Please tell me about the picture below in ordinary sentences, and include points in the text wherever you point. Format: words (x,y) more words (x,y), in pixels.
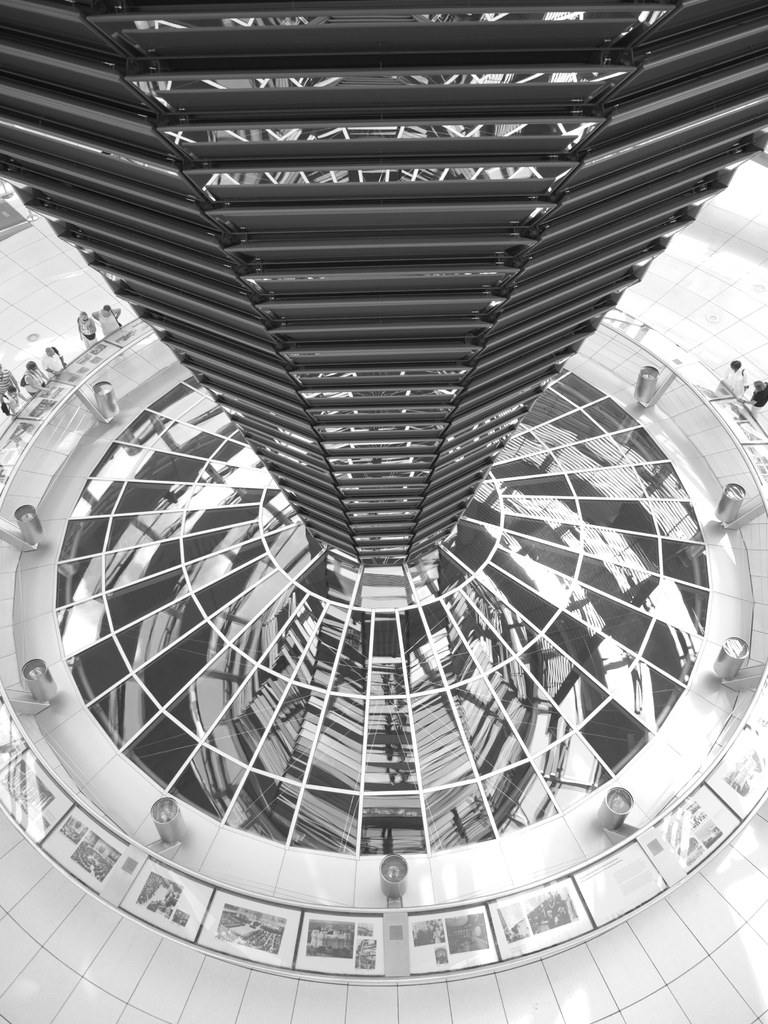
This is a black and white image. In this image there is a structure (618,30) with rods (198,171) and glass (346,774). There are people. At the bottom of the image (231,982) there is floor (8,969).
